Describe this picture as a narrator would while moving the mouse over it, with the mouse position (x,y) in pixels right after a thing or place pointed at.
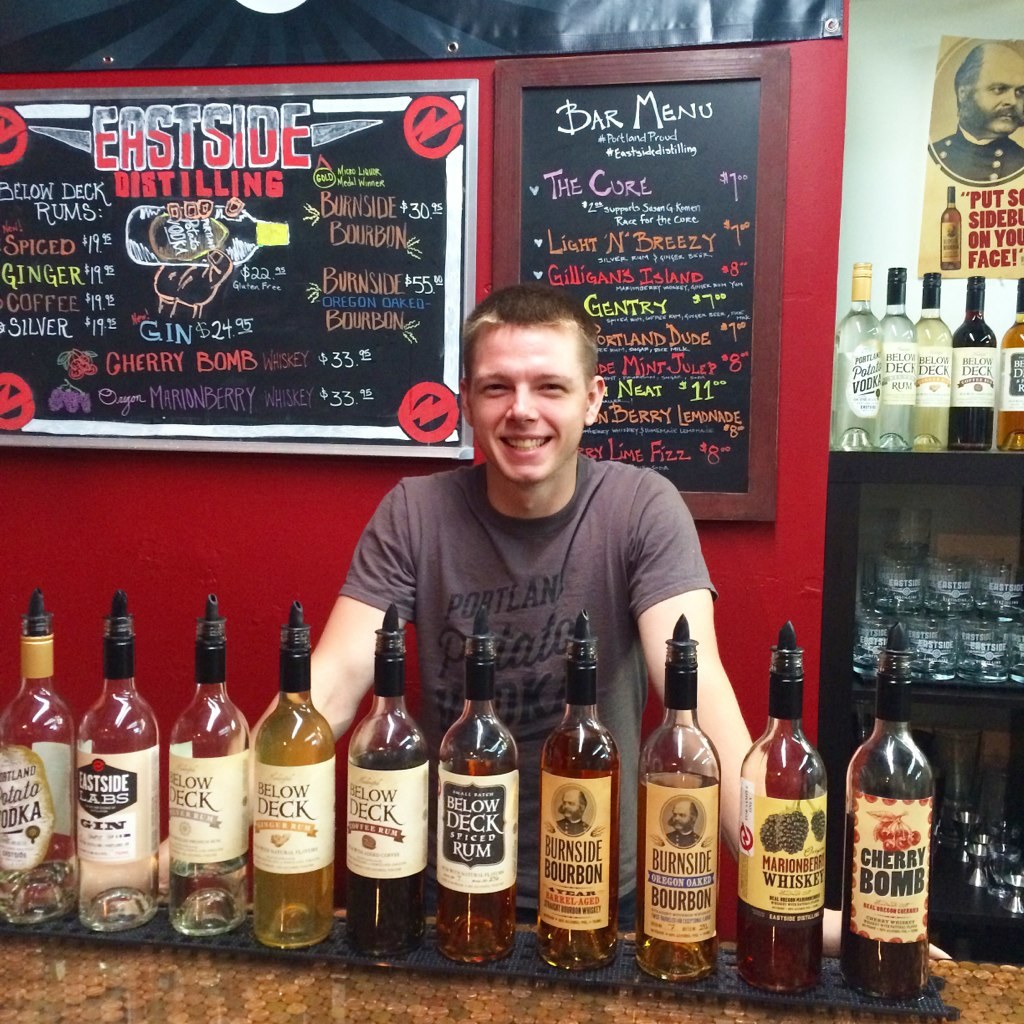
In the image we can see there is a man (523,585) and in front of him there are liquor bottles (617,816).
